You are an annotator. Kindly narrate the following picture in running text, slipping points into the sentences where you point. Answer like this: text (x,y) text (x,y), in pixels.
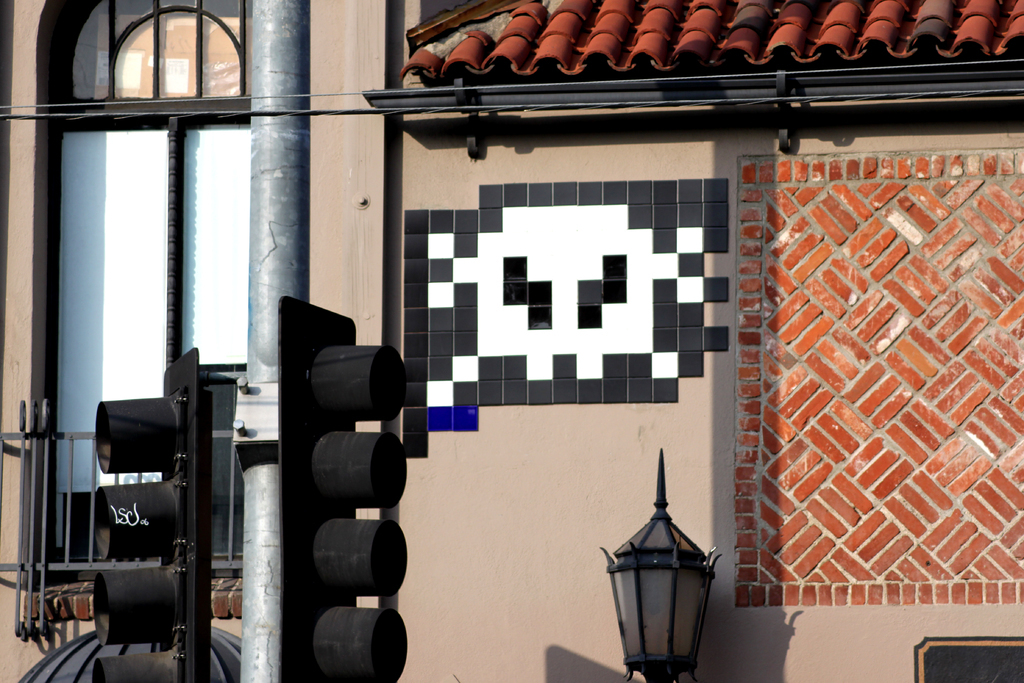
The picture is taken outside the city on the street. In the foreground (259,422) the signal lights (193,632), pole (275,242) and a lamp (635,544). In the center (596,235) there is a wall (497,229) and a window (223,224). At the top (515,16) it is roof (825,48).
